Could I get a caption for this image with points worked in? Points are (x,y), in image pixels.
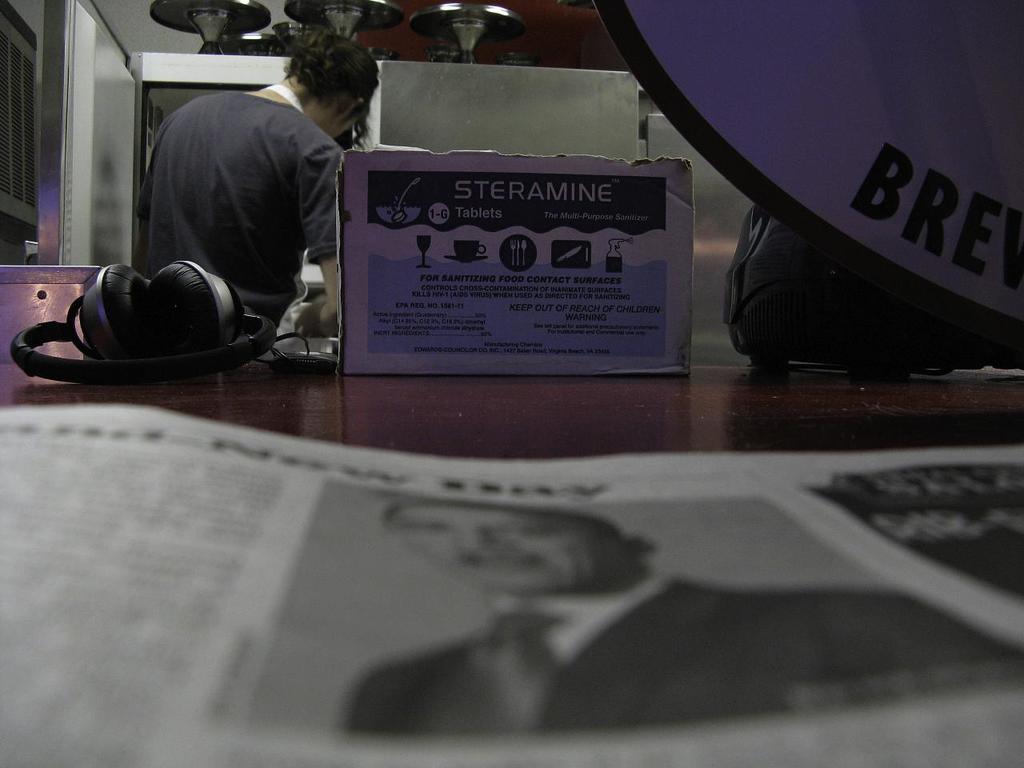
In the image there is newspaper (236,648), headphones (206,299), cardboard box (555,315) and bag (817,328) on the table (262,404) in the front (338,400) and behind it there is a person (284,202) standing, on the left side (8,209) there is window (13,112) on the wall (98,117).
